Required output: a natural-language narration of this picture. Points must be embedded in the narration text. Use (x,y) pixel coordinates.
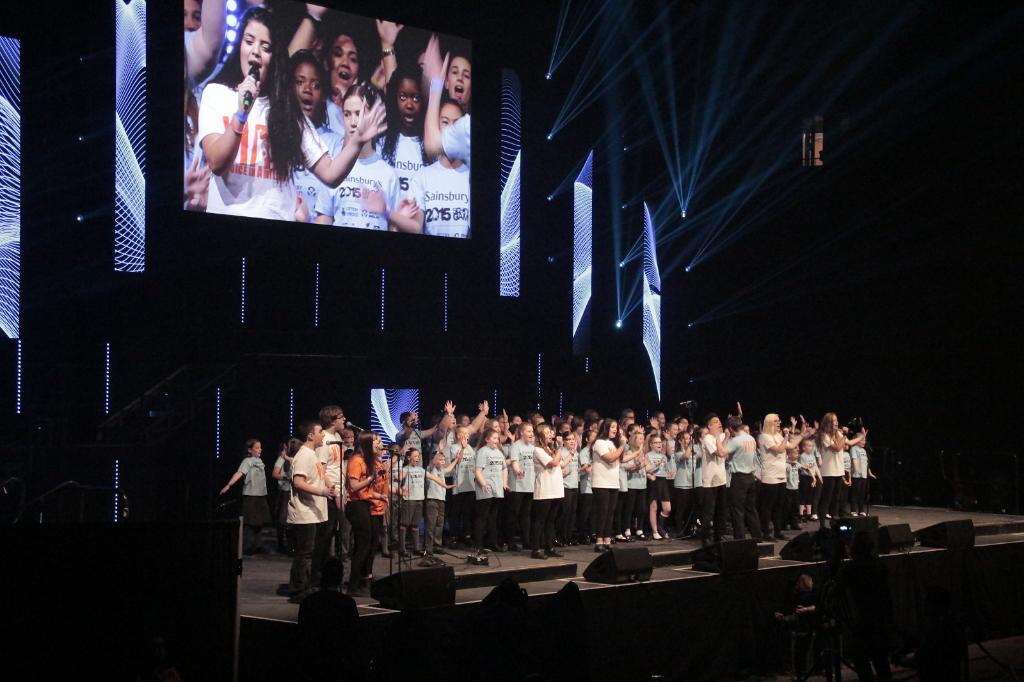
In this picture we can see microphones (341,462) and loudspeakers (745,553) on the stage (471,560). We can see a group of people (557,440) standing on the stage (908,564). There are some people (867,569) visible at the bottom of the picture (885,663). We can see some lights (552,69) and a screen (203,82) on top of the picture (220,70). There is a person (288,123) holding a microphone (243,103) in the hand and a few people (205,39) are visible on this screen (447,39).
